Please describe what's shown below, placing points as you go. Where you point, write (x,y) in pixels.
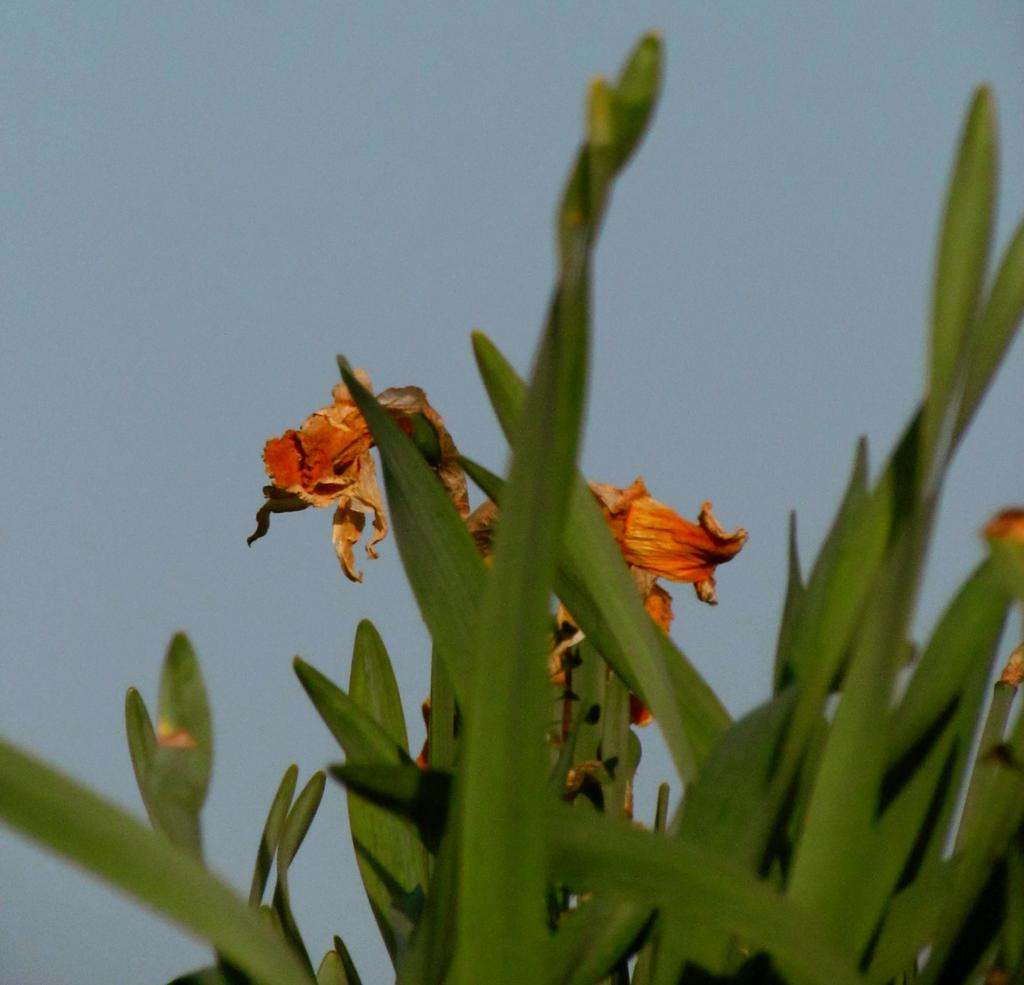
In this image I can see a plant (689,879) which is green in color and a flower (648,541) to the plant (603,541) which is orange in color. In the background (329,171) I can see the sky (289,146).
